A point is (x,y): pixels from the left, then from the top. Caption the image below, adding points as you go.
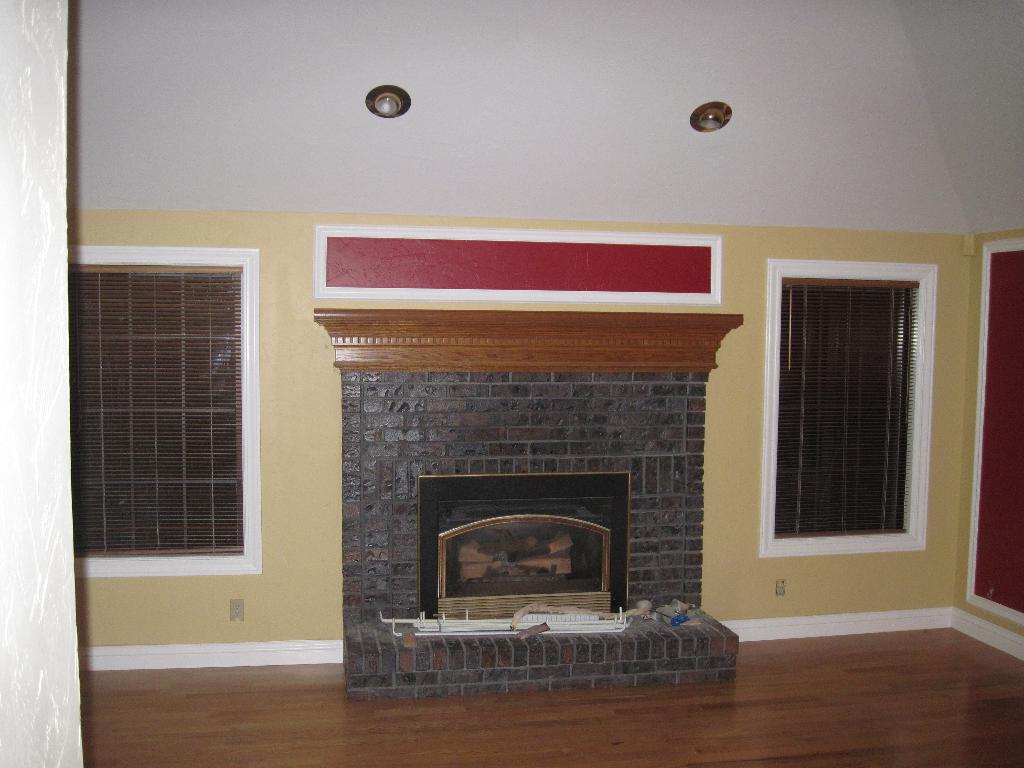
This is an inside view of a room (370,531), where there is a fireplace (397,505), wall (975,409), lights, window shutters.
